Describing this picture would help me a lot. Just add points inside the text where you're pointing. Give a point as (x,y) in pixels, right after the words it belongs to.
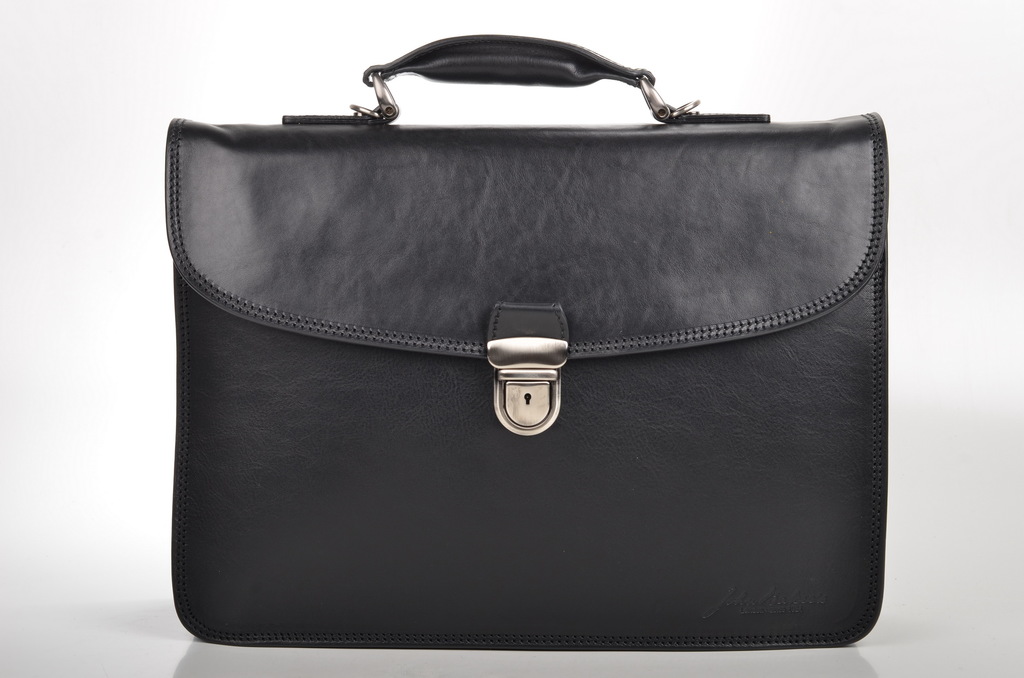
In this picture we can see a bag (361,295).
